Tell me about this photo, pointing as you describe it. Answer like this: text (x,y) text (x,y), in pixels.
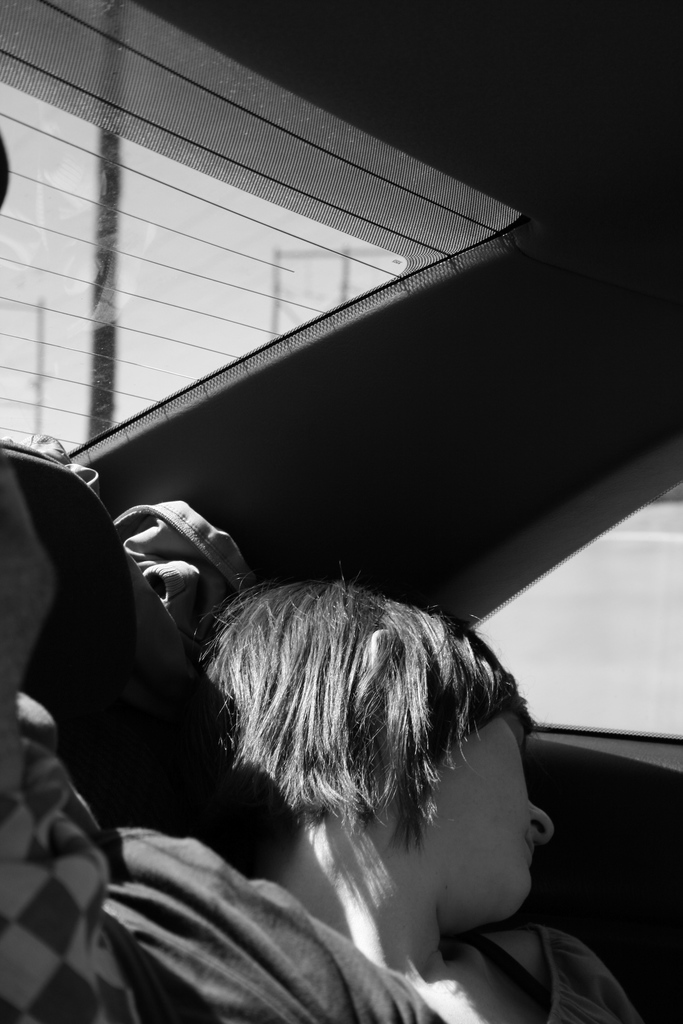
This is a black and white image. This picture is taken inside the car (593,641). In this image, in the middle (434,660), we can see a person (497,999) sleeping. On the left side (6,992), we can also see some clothes (39,722). In the background (58,257), we can see some clothes (242,562), glass window (240,246), outside the glass window (230,205), we can see a pole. At the top (485,101), we can see black color.
